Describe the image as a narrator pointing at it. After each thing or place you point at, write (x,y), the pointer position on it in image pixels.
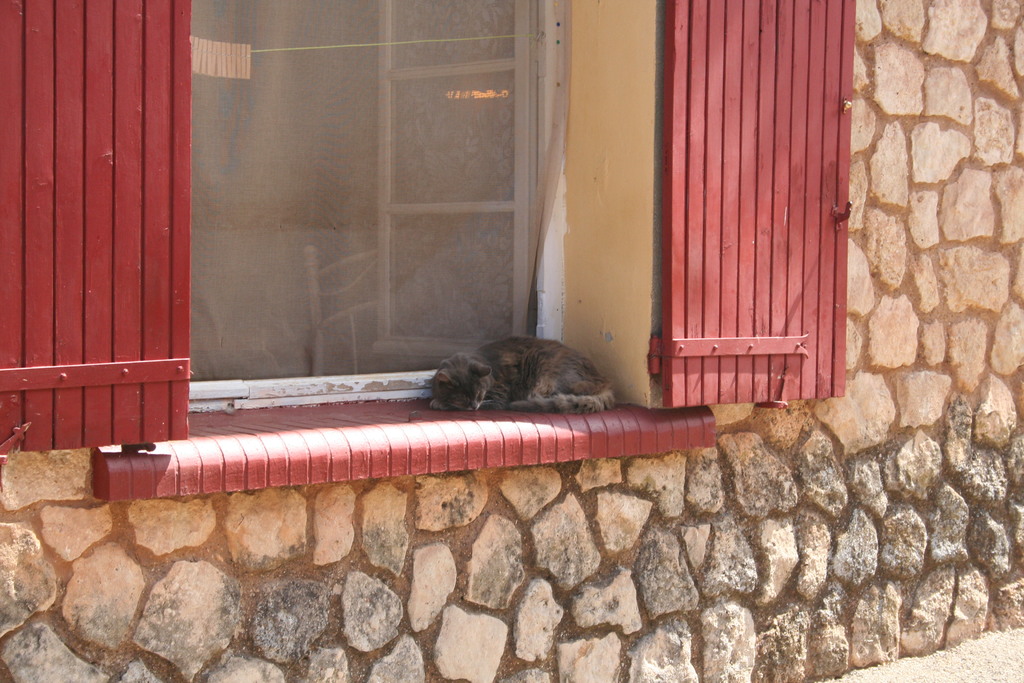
In this image I can see a cat (482,366) is sleeping on the window wall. There are window doors (804,219) in red color to this stone wall (730,566).
